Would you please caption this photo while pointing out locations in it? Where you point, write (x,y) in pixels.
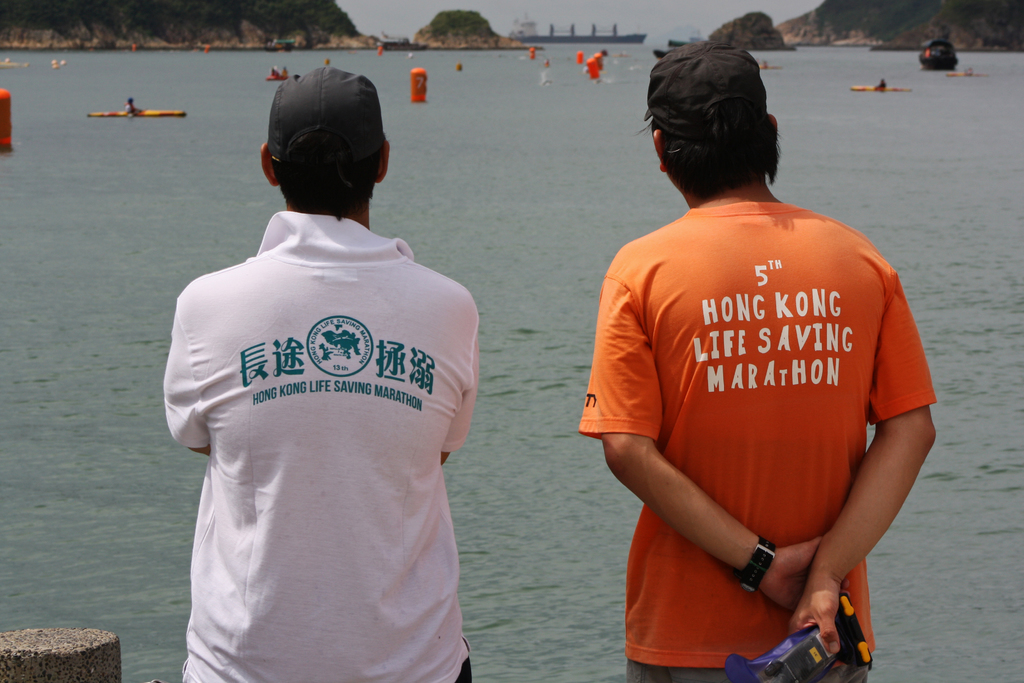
In this image there are two persons (628,367) standing. There is water (541,270). There are boats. There are mountains (780,40) in the background (765,39).
